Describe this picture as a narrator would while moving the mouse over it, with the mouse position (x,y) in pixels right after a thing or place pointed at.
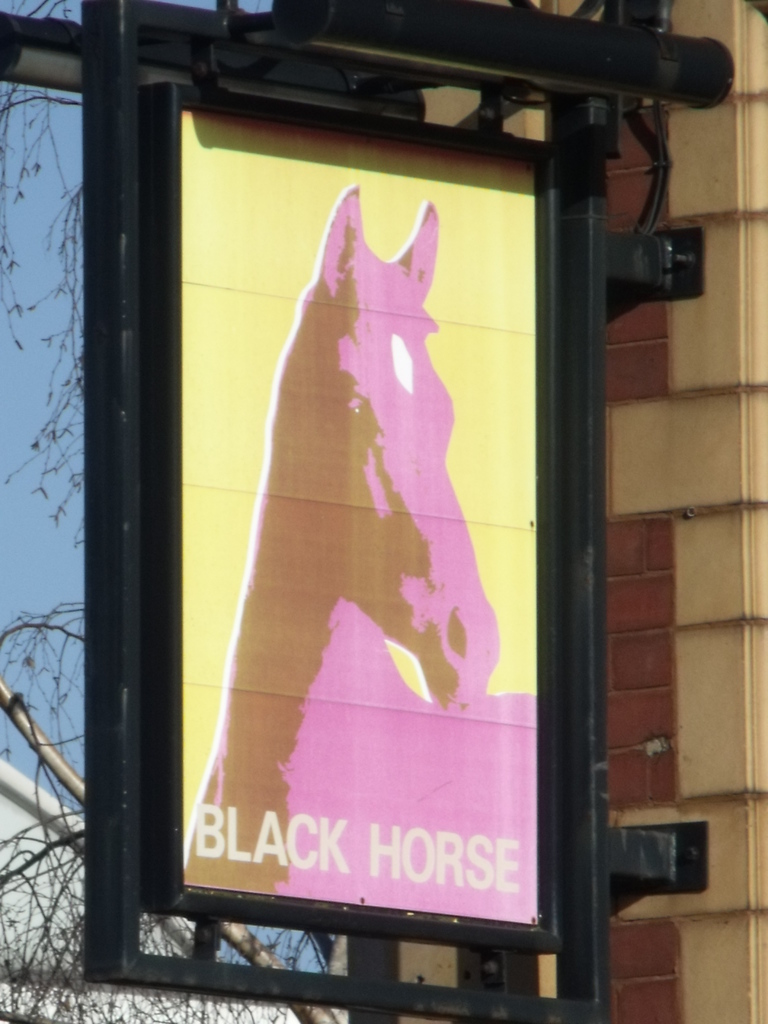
In this image, we can see a banner (377,735) and rods (547,948). Background (707,472) there is a wall (669,601), sky (253,927), tree stems (244,930). Here we can see some text (235,844) and horse image (339,582).
